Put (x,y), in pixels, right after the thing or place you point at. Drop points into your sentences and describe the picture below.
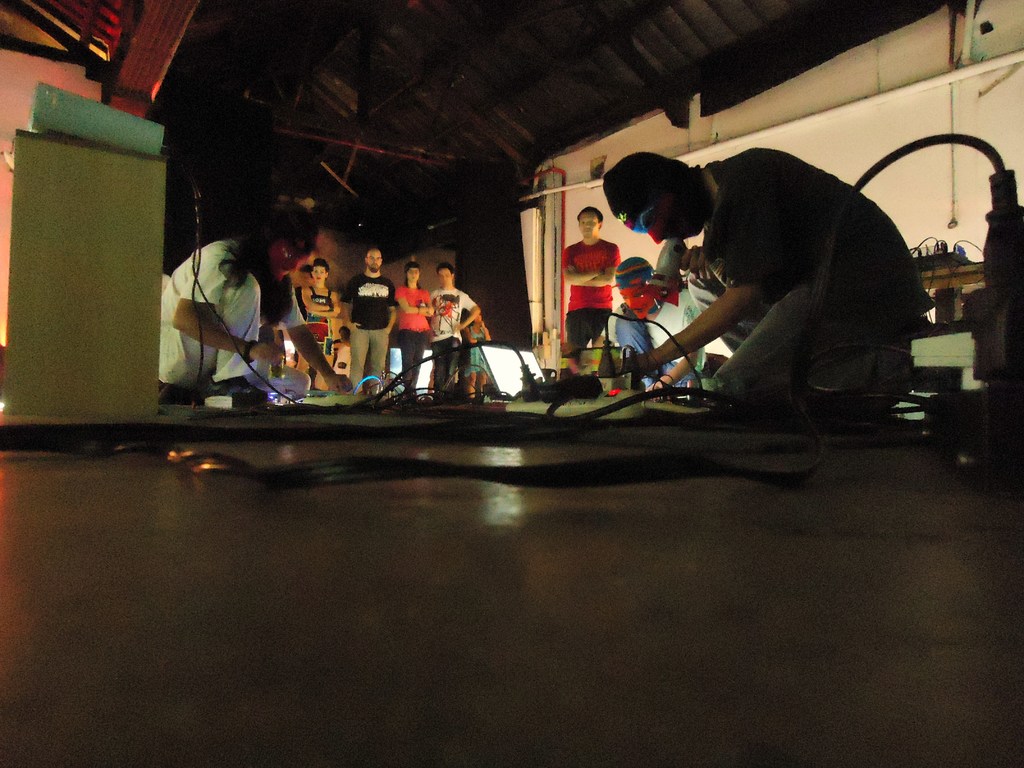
In the image we can see there are people (400,315) standing and some of them are sitting. They are wearing clothes (598,324) and some of them are holding the object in their hands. Here we can see cable wires (533,466), floor (886,483) and wall (836,155) and there are other objects (21,225). Here we can see the screen (516,376) and the roof (305,78).
